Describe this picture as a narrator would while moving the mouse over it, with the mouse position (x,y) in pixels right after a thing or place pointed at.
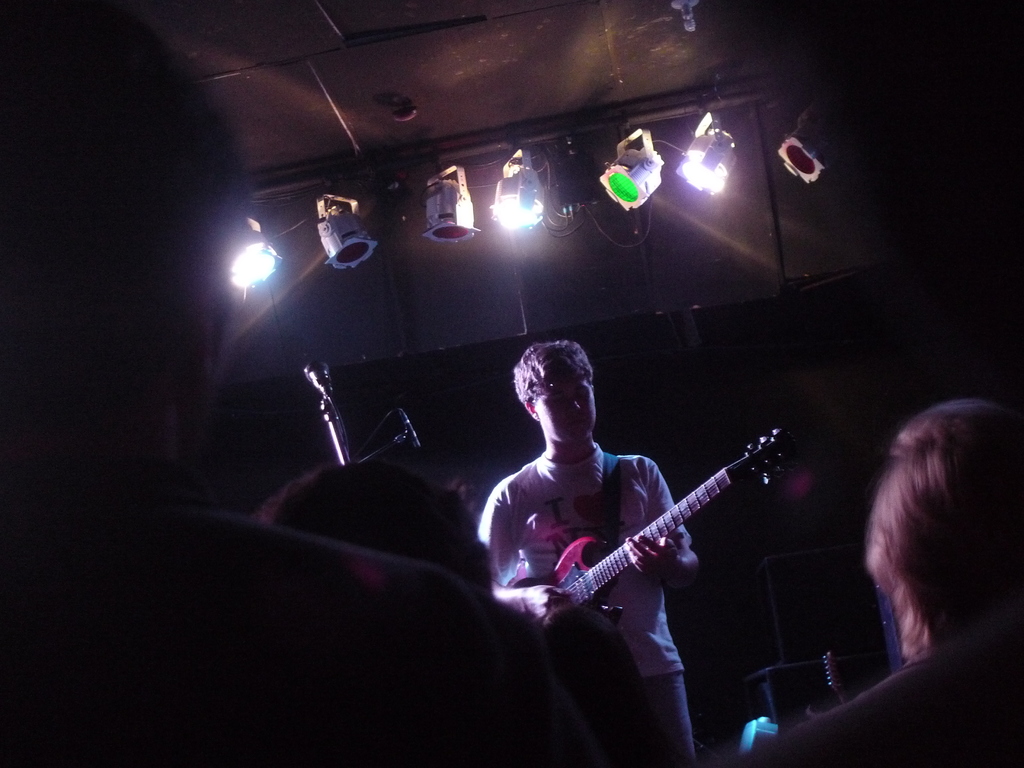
As we can see in the image, there are few people (125,190). The boy (508,563) who is standing in the middle (614,472) is holding guitar (690,506) in his hand (652,546) and there is a mike (310,378) beside the boy (636,573). On the top (329,255) there are lights (344,261).
